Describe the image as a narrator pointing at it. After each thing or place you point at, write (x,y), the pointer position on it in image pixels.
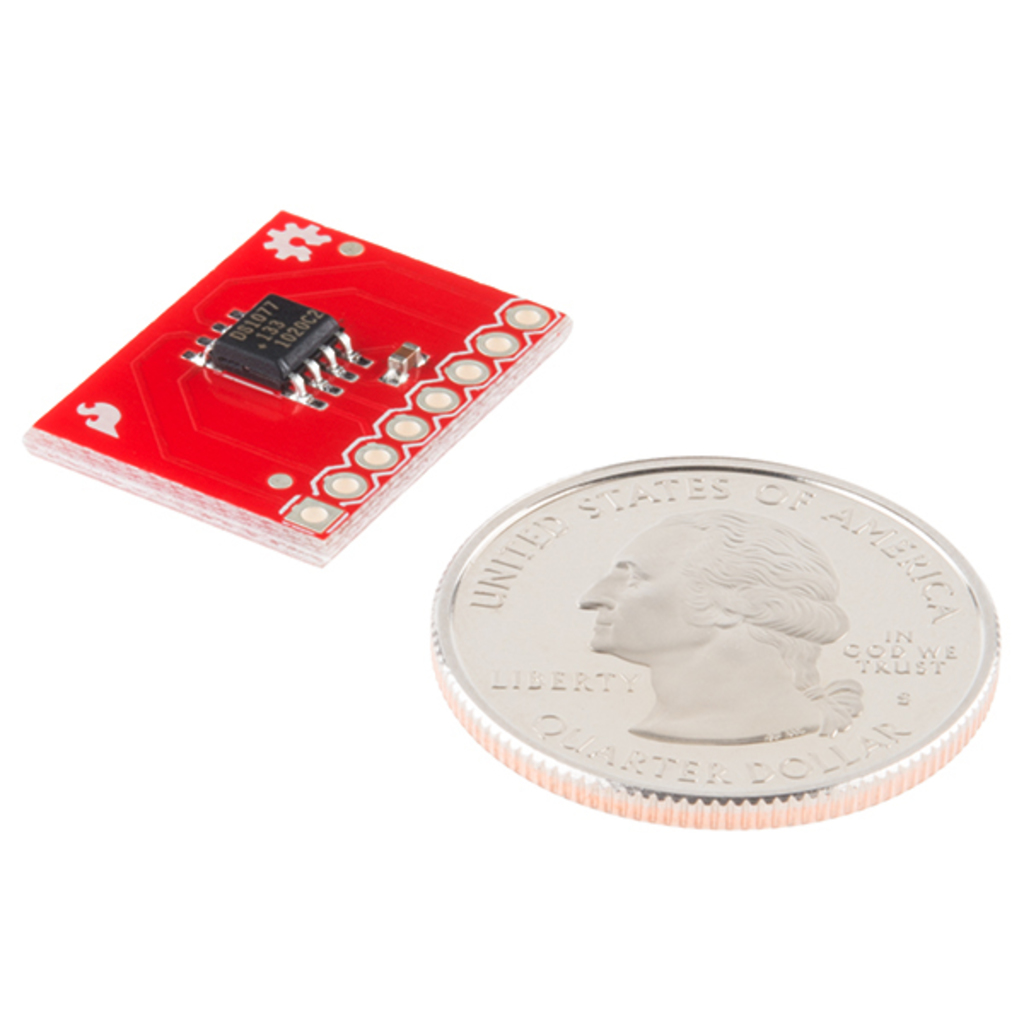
In this image I can see a electronic chip (304,427) which is red, white, silver and black in color and a coin (686,501) on which I can see a person's face (724,541). I can see the white colored background (511,190).
